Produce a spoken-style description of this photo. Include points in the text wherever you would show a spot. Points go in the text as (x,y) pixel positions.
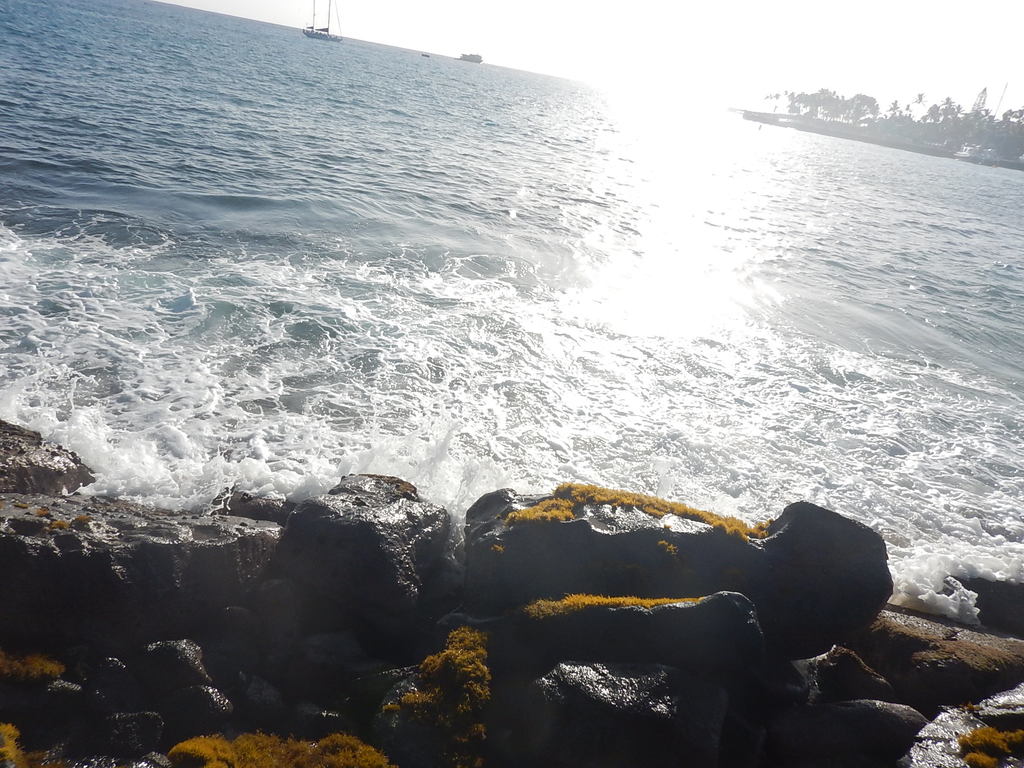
In this image we can see the boats (313,7) on the water (359,314), there are some rocks (340,578) and trees (921,134), in the background (559,43) we can see the sky (392,20).
